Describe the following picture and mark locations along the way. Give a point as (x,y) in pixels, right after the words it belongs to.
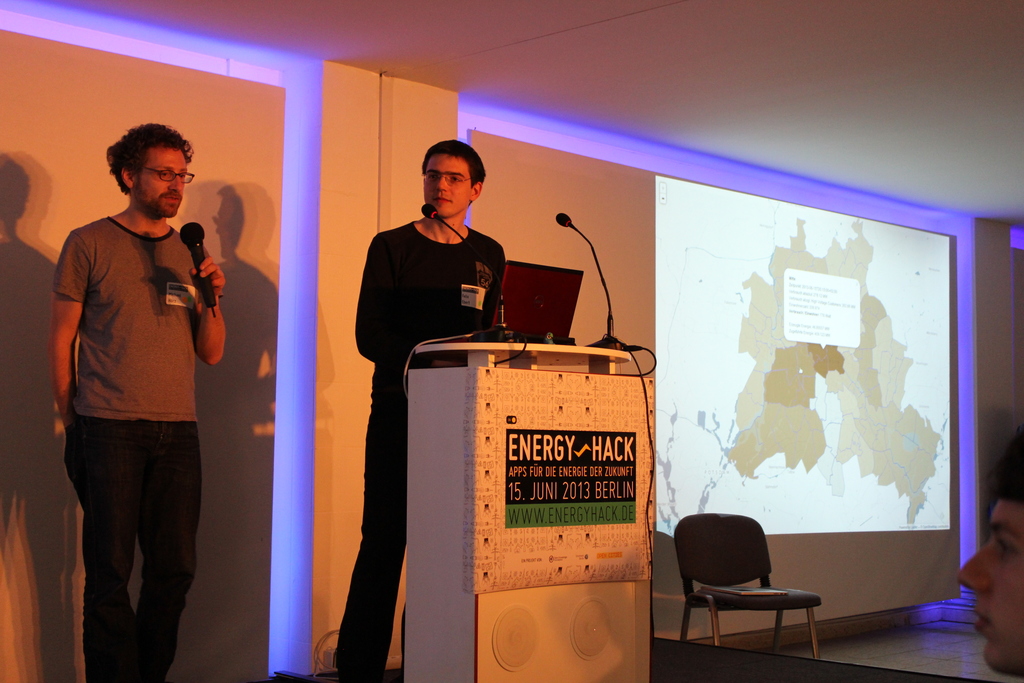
In the left (141,165) a Man (124,682) is standing and speaking in the microphone (198,245) he wears a t-shirt (150,380) and a pant (151,462) and beside of him there is another man (369,662) who is standing near the podium (562,442) in the right (795,229) there is a projected image map (810,379) and its a chair (702,539) at the middle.
